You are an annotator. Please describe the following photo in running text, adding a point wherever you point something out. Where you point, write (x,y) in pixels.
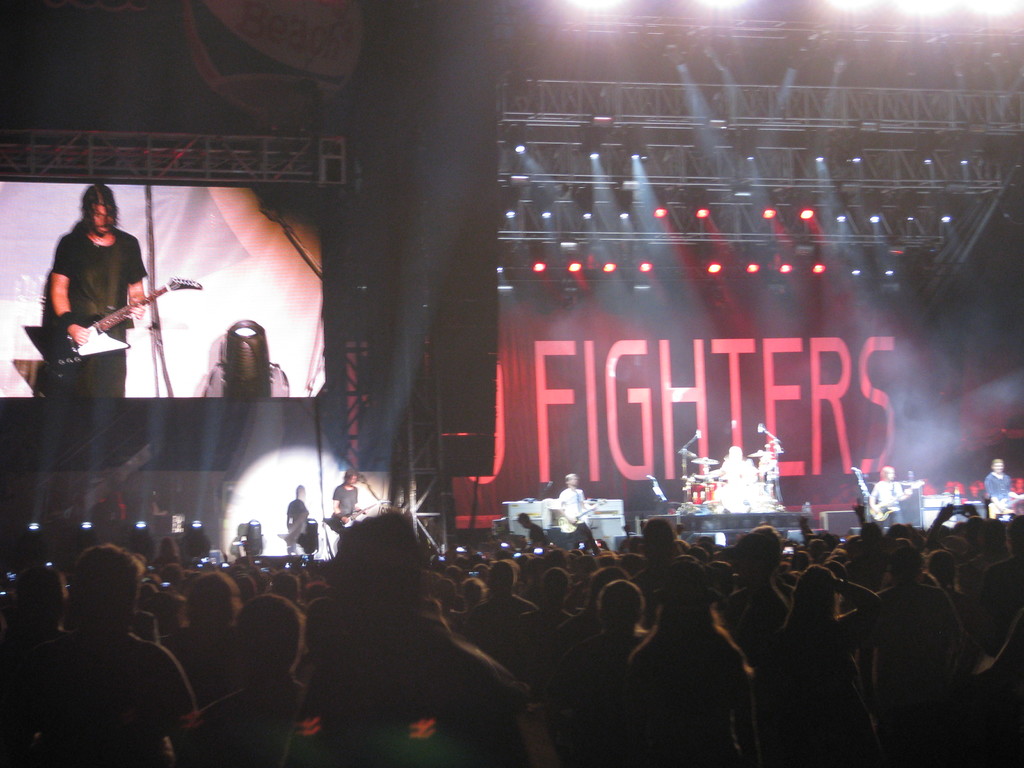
In this Image I see number of people (60,570) who are standing and In the background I see few persons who are with their musical instruments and I see a screen (54,393) over here and I see a word (499,403) written and lights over here.
